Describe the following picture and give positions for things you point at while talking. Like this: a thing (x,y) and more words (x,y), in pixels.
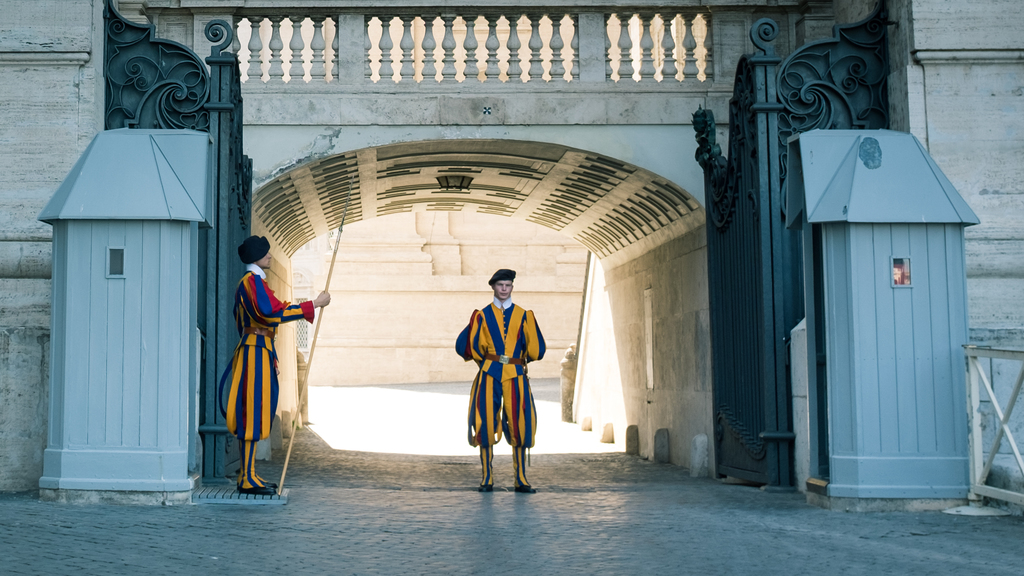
Two men (484,352) are standing near the entrance (351,367) both of them wear yellow and blue color dresses (507,339).
